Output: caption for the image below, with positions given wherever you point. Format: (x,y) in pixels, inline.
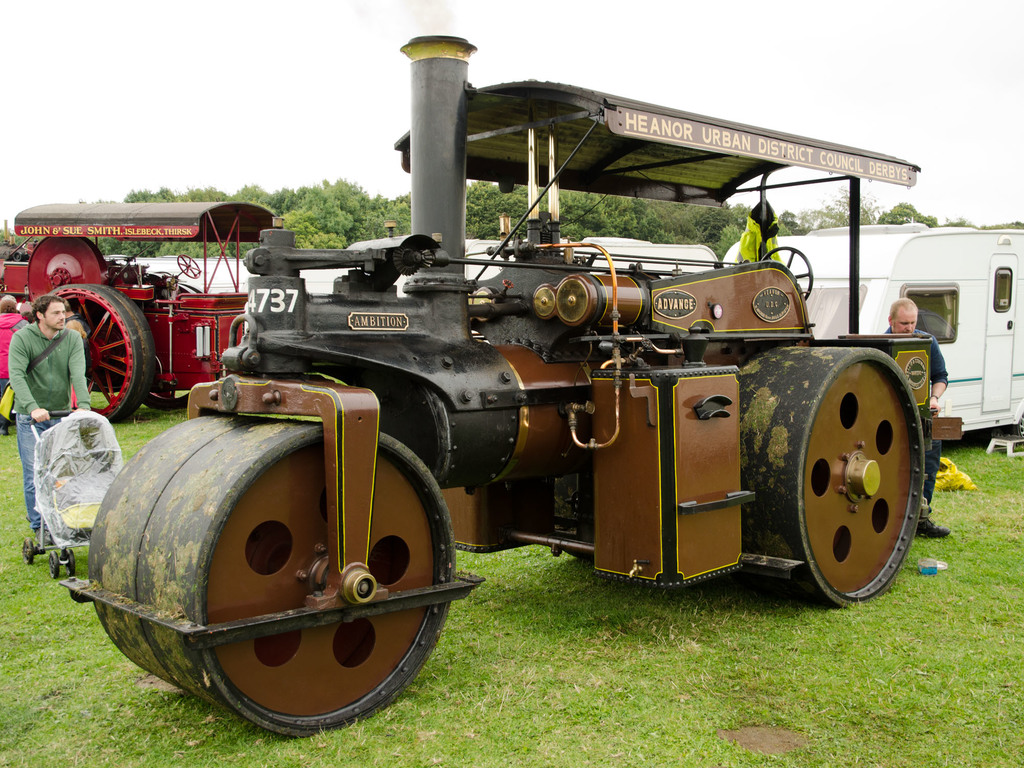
This image is taken outdoors. At the bottom of the image (611,702) there is a ground (233,746) with grass (488,669) on it. In the background (401,222) there are many trees (656,240) and a few vehicles (242,284) parked on the ground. In the middle of the image (653,480) a road roller (517,523) is parked on the ground (13,445). On the left side of the image (0,385) a person (0,385) is standing on the ground (25,591) and a man (50,374) is walking on the ground (86,552) and pushing a baby carrier (86,471) on the ground (7,468). On the right side of the image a man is standing on the ground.
